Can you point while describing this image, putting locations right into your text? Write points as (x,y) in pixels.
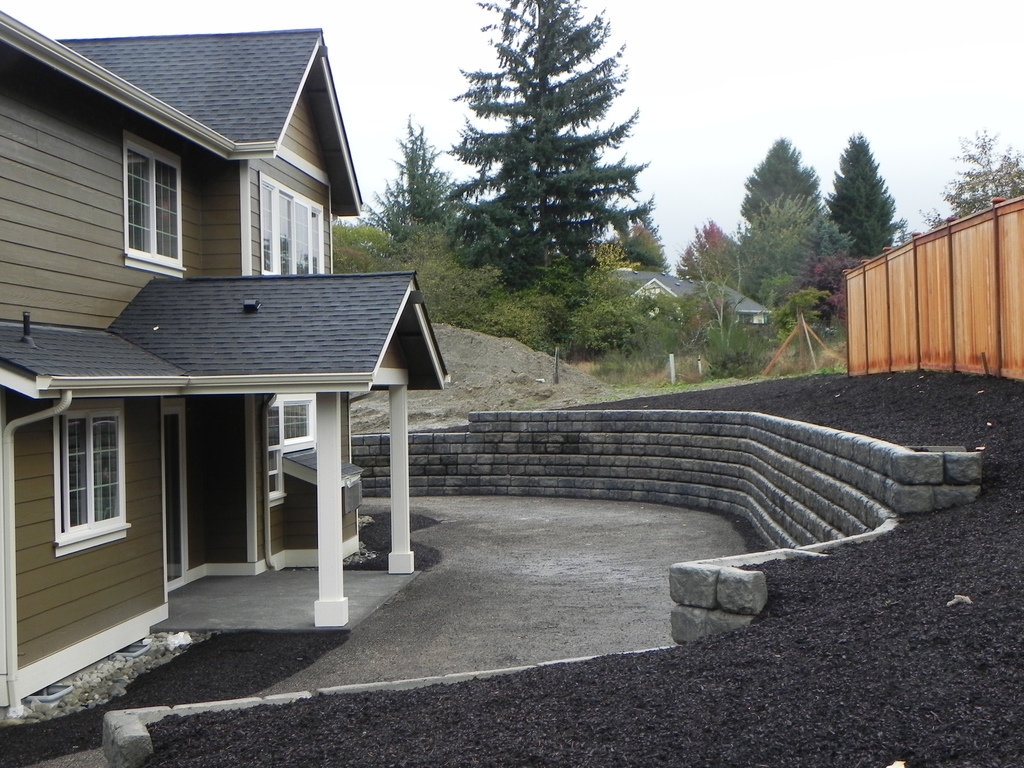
In this image we can see the houses (193,408) with roof (303,314) and windows (121,431). We can also see a wooden fence (1004,355), a wall (901,458) built with stones (687,465), a heap of sand (461,397), a group of trees (505,308) and the sky (709,106) which looks cloudy.
